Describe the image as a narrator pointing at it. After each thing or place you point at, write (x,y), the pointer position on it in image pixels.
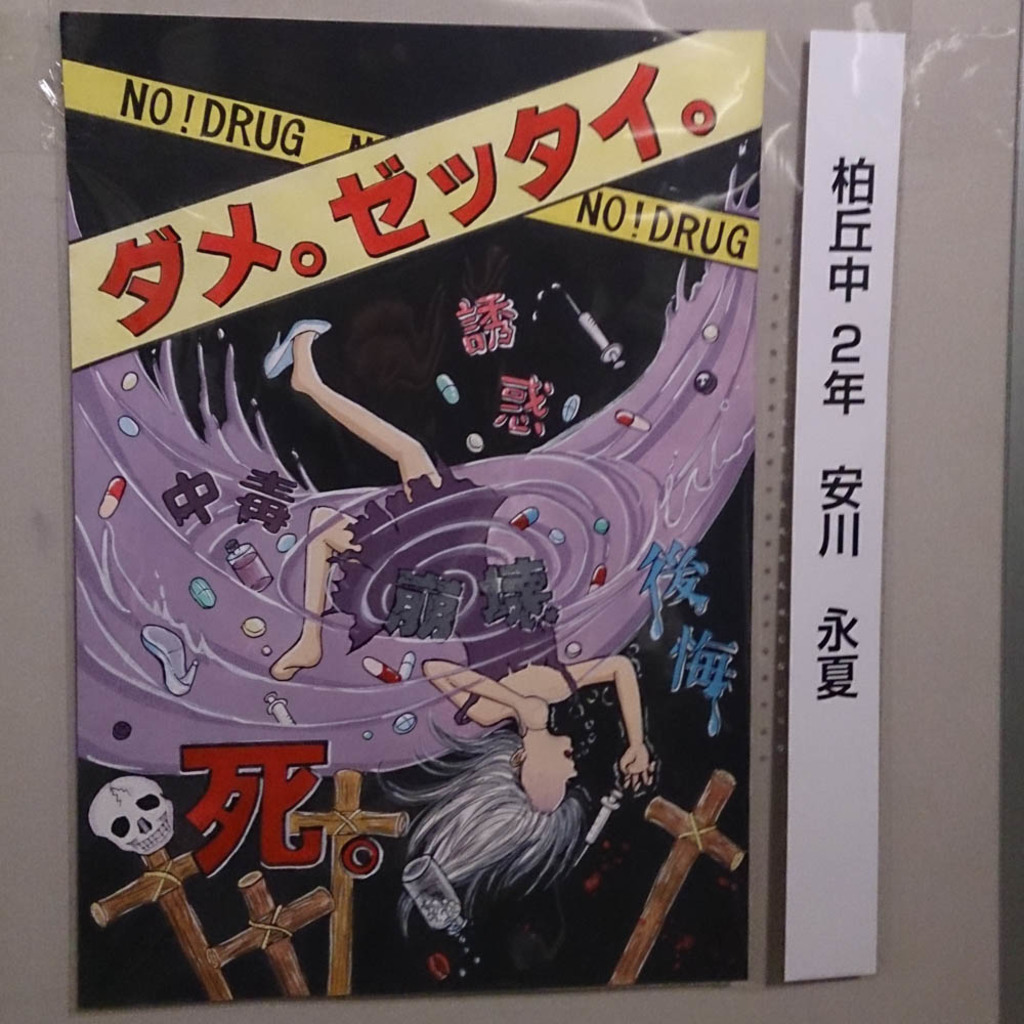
In this image we can see a poster (527,850) attached to the plain wall (943,933) and on the poster (282,645) we can see the images of skull (150,798), cross (350,867), bottle (432,886) and also the depiction of a woman (310,368). We can also see the text (262,140) in English and also in different language.
